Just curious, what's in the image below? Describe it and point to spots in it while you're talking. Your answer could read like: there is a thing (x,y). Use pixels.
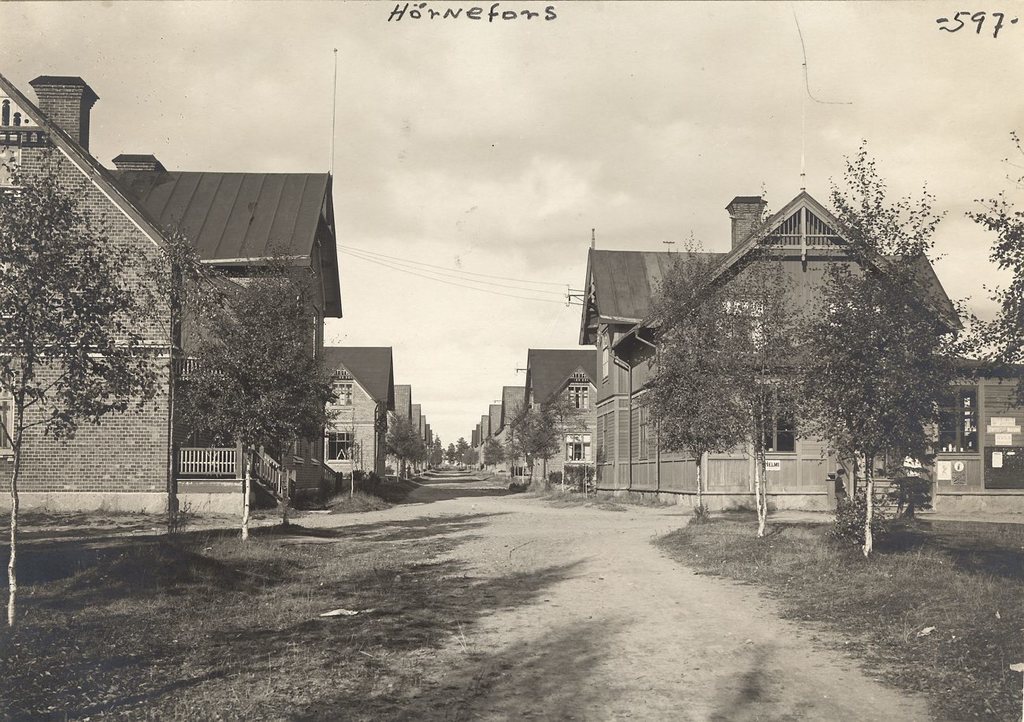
In this image I can see grass (310,673), trees (245,454), buildings (690,461), fence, poles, text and the sky (594,206). This image is taken may be on the road (536,520).
